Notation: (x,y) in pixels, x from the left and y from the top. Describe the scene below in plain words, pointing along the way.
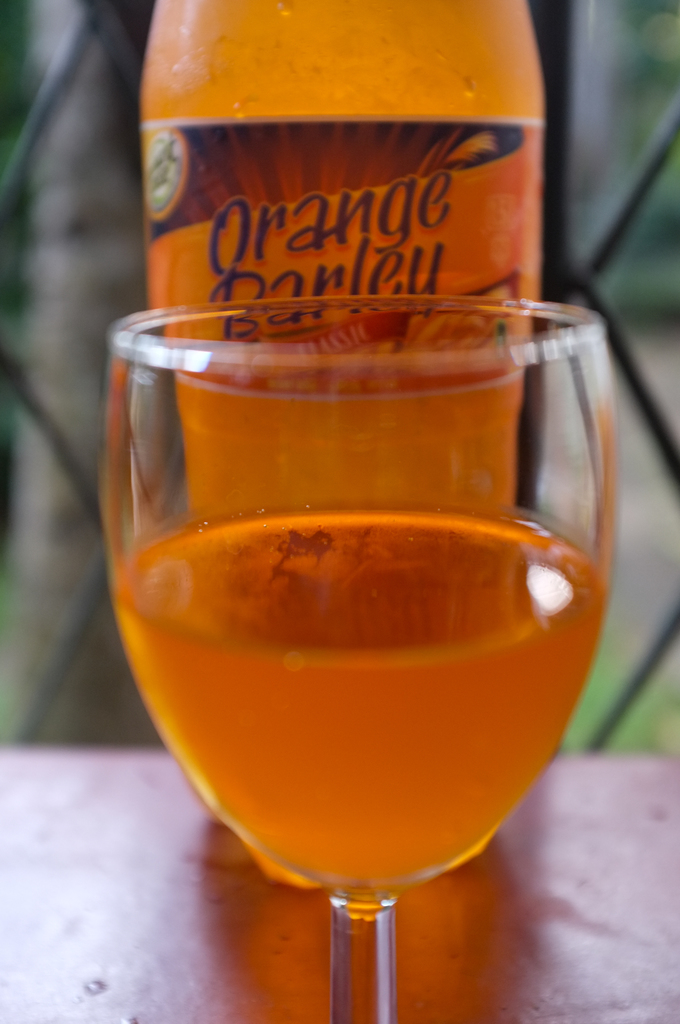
This is a glass (531,545) of orange juice (559,563) at the center (236,451). In the background (337,242) there is a orange juice bottle (340,199).
